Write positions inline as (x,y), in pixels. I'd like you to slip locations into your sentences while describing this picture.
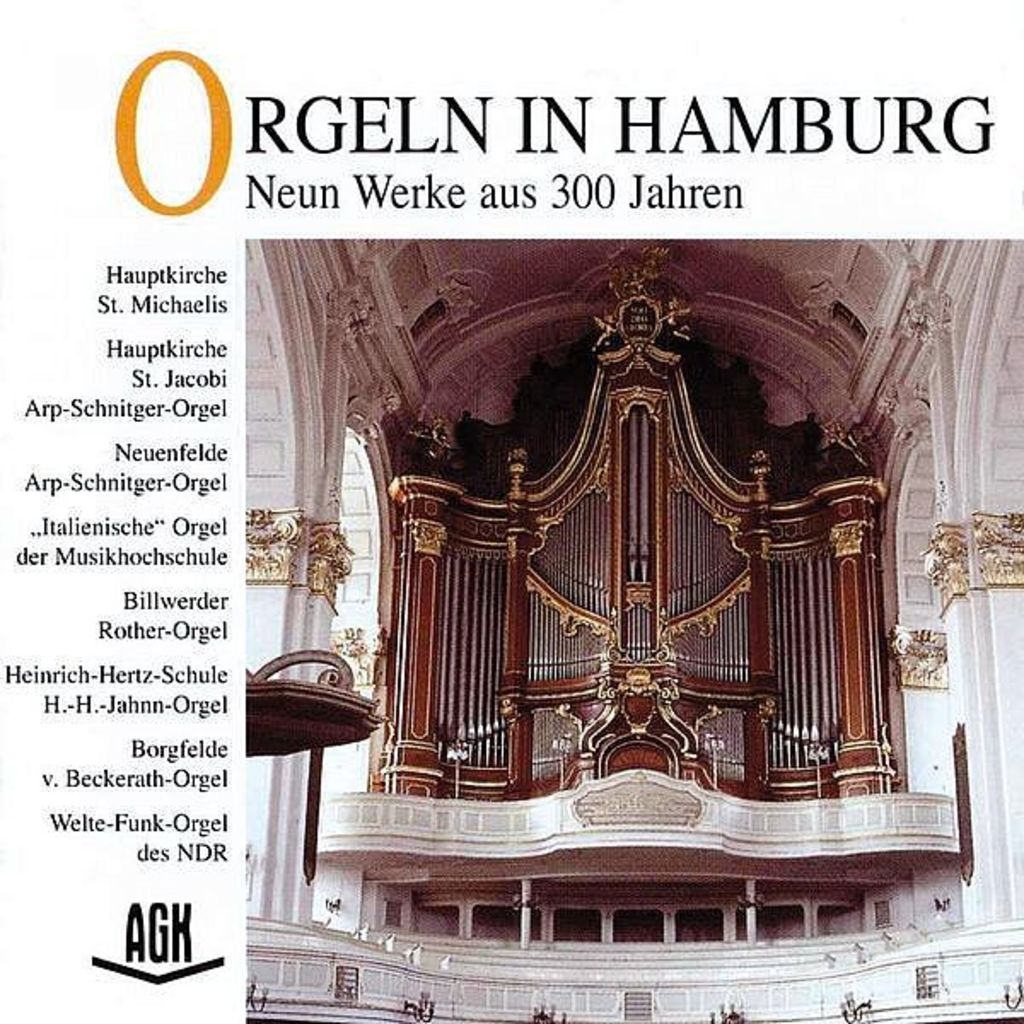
In this image we can see picture of a building (928,902) with pillars (1009,815) and some text (129,594) on it.
